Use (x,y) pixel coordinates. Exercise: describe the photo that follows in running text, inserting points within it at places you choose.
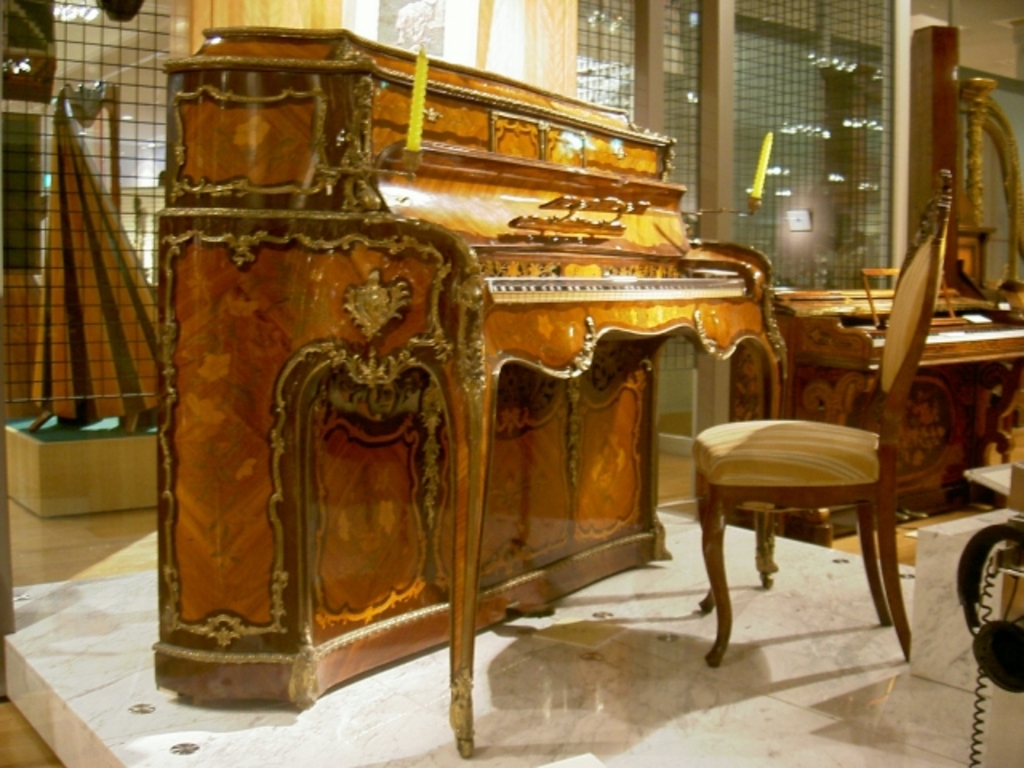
This picture shows a piano (355,396) made up of wood (349,466) and a chair (753,475) in front of it. In the background (705,75) there is a fence (120,73) and another piano (963,344) here.
